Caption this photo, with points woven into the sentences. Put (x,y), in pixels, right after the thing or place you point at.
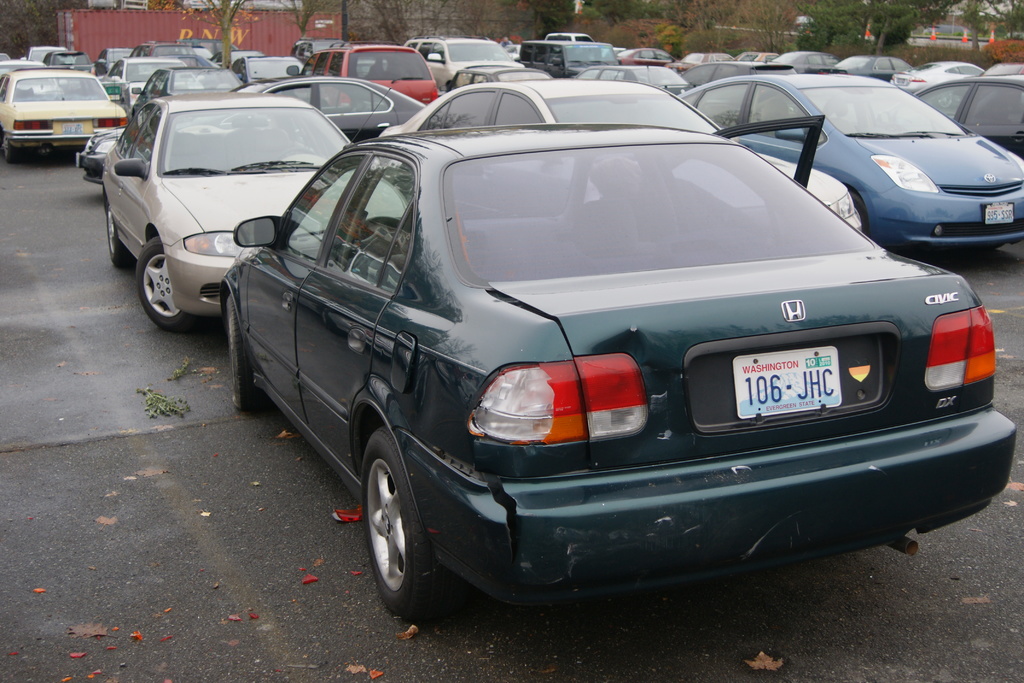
In this image there are vehicles (471,129). In the background (835,39) there are trees (854,42) and there is a building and there is a container (114,32) which is brown in colour with some text (237,37) written on it. On the right side (935,37) in the background (963,37) there is a stand (932,37) which is red and white in colour.
